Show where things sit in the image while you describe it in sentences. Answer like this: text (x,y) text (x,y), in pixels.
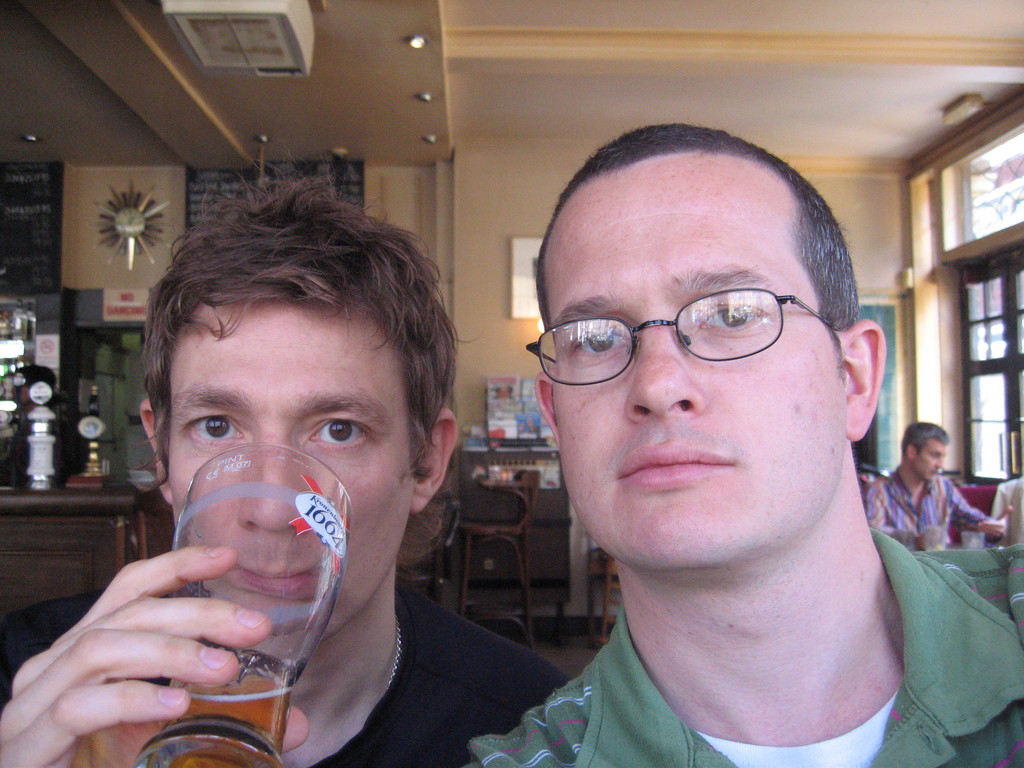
Few persons (148,715) are there and this person (263,525) holding glass (263,671) and this person (935,501) sitting on the chair (993,507). We can see chairs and tables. On the background (453,211) we can see wall (411,182), posters (518,261), framed.
